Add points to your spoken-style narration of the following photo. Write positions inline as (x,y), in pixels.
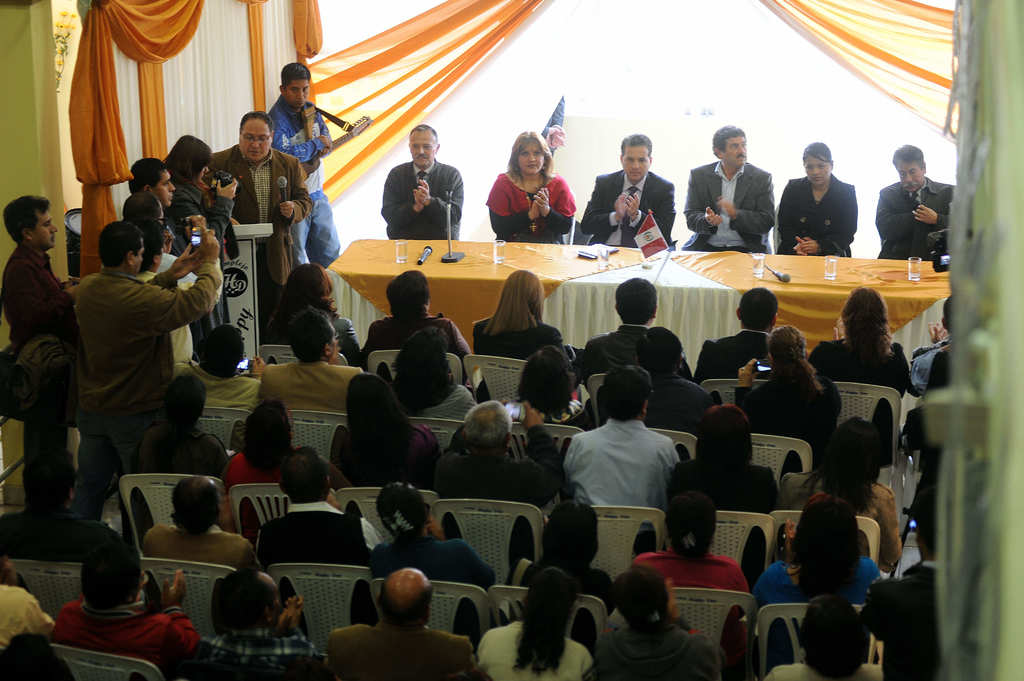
This is looking like a meeting hall (382,118). At the bottom of the image (676,533) many people (457,573) are sitting on the chairs (139,479). In the background (505,220) few men (618,212) and two women (535,195) are sitting on the chairs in front of the table (731,266) which is covered with a cloth (665,276). On the table (437,244) I can see few glasses (400,255), mike (448,202) and microphones (420,258). On the left side (120,268) few people (117,277) are standing and holding the cameras (197,246) in the hands (176,265) and looking at the people (663,183) who are sitting in the background (513,194). At the back of these people (641,205) I can see the curtains (491,48).
